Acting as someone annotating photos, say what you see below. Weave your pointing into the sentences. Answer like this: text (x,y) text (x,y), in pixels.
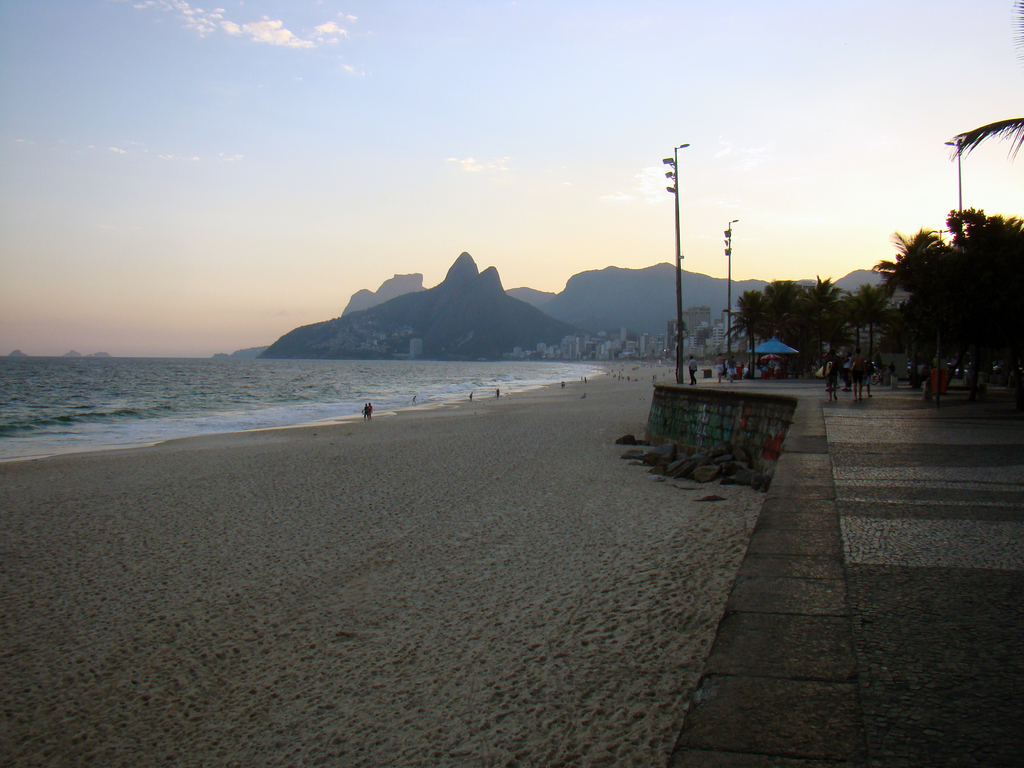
In this image, we can see few mountains (664,301), trees (764,324), poles (728,325), shed (780,343), buildings (697,335), few peoples (732,362), water (215,389). At the bottom (481,683), we can see sand (548,568) and platform (864,630). Top of the image (736,153), there is a sky (498,148).
